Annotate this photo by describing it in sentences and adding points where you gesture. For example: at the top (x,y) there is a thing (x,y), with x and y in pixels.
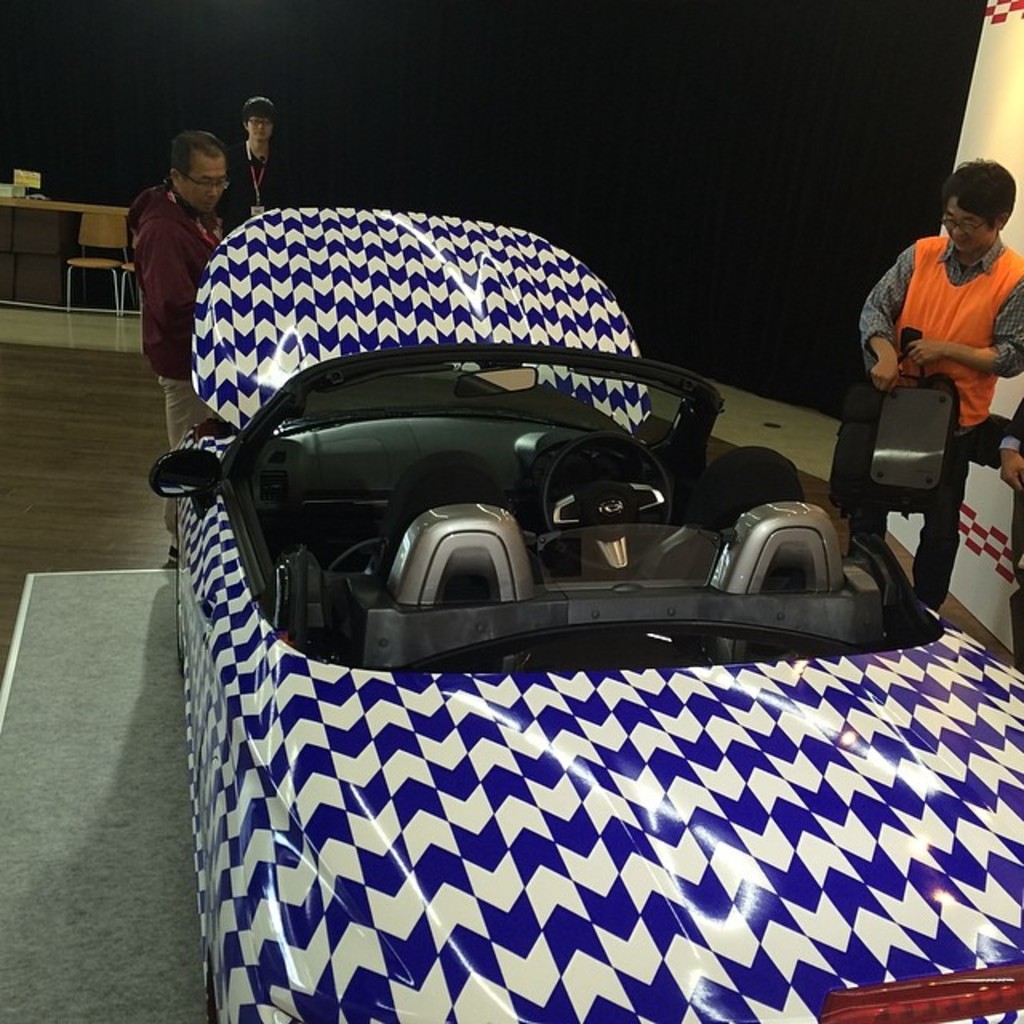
In this image we can see a vehicle (559,444), chairs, floor mat (33,672) and people (165,224).
